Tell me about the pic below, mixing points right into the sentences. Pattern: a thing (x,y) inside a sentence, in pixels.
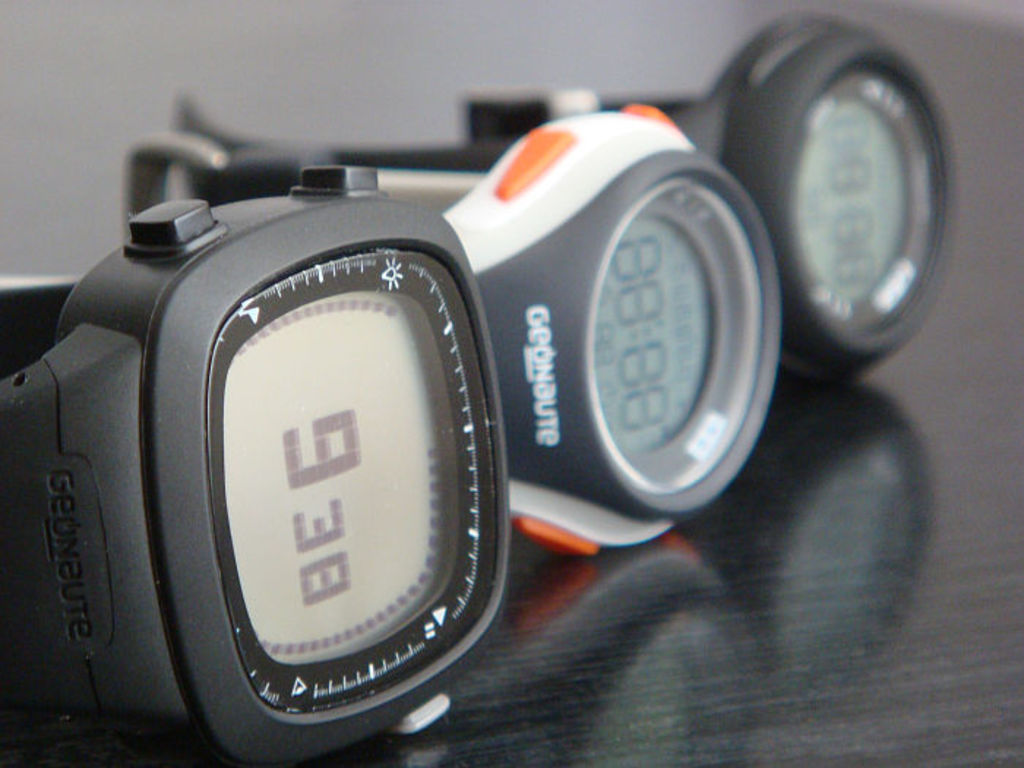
In this image, there are three digital watches (844,48) kept on the table (705,720).
